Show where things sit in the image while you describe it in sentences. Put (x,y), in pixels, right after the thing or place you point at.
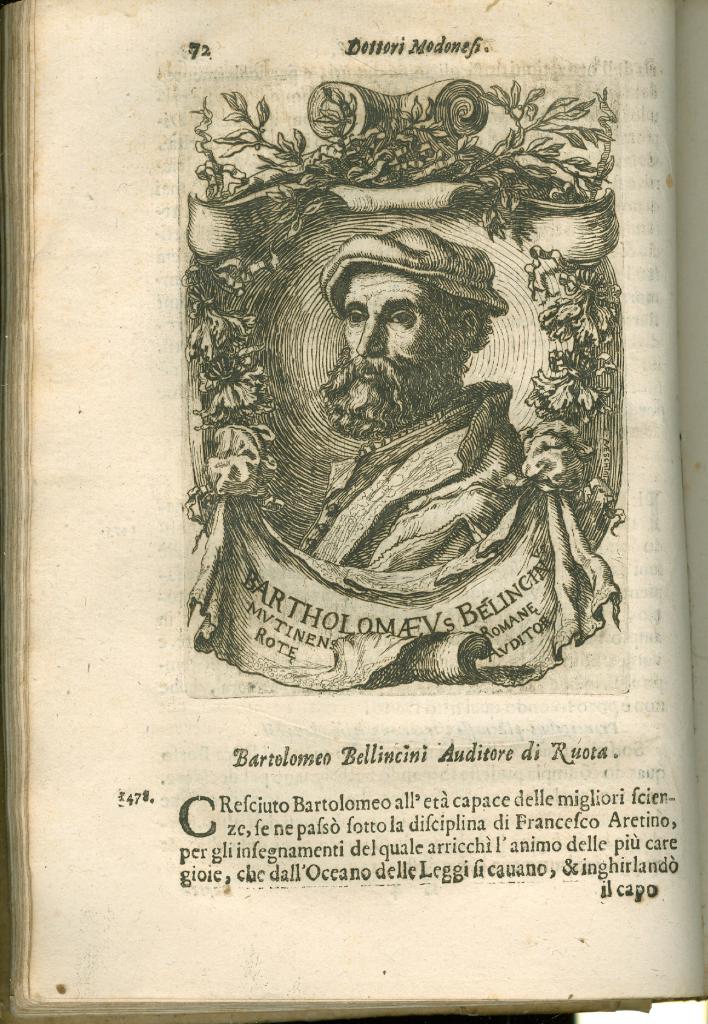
In this image, we can see a book (291,576), in the book (244,453), we can see pictures (307,409) of a person (395,273) and some text (434,879) written in the book (445,892).
